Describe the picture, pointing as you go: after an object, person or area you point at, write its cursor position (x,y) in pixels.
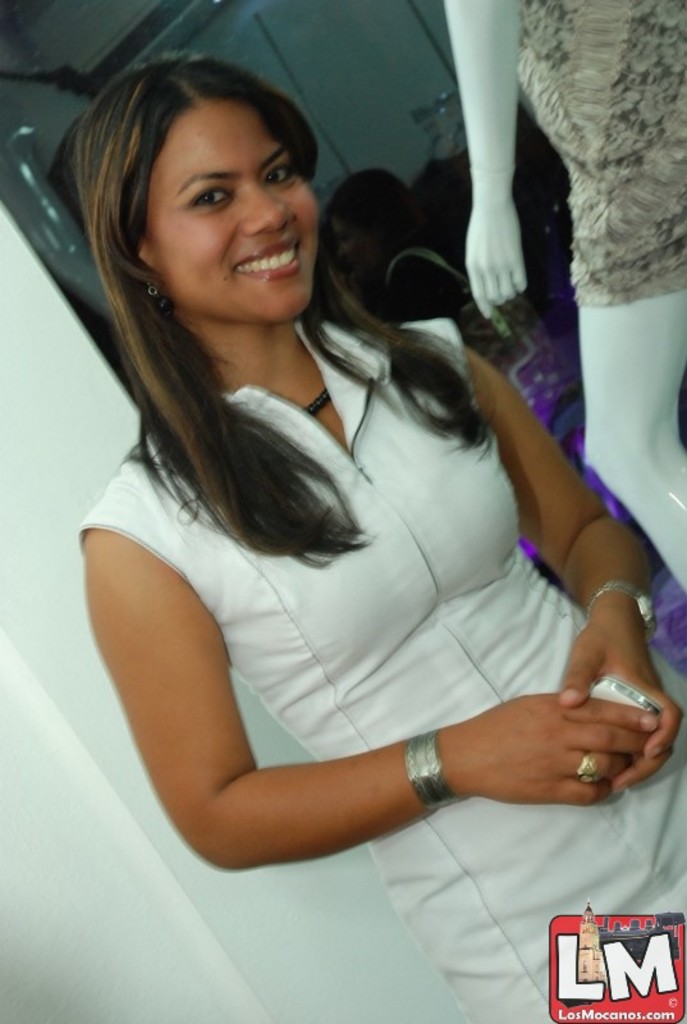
In this picture there is a girl (252,641) in the center of the image (331,655) and there are other people (397,240) and a statue (488,236) in the background area of the image (482,251).
